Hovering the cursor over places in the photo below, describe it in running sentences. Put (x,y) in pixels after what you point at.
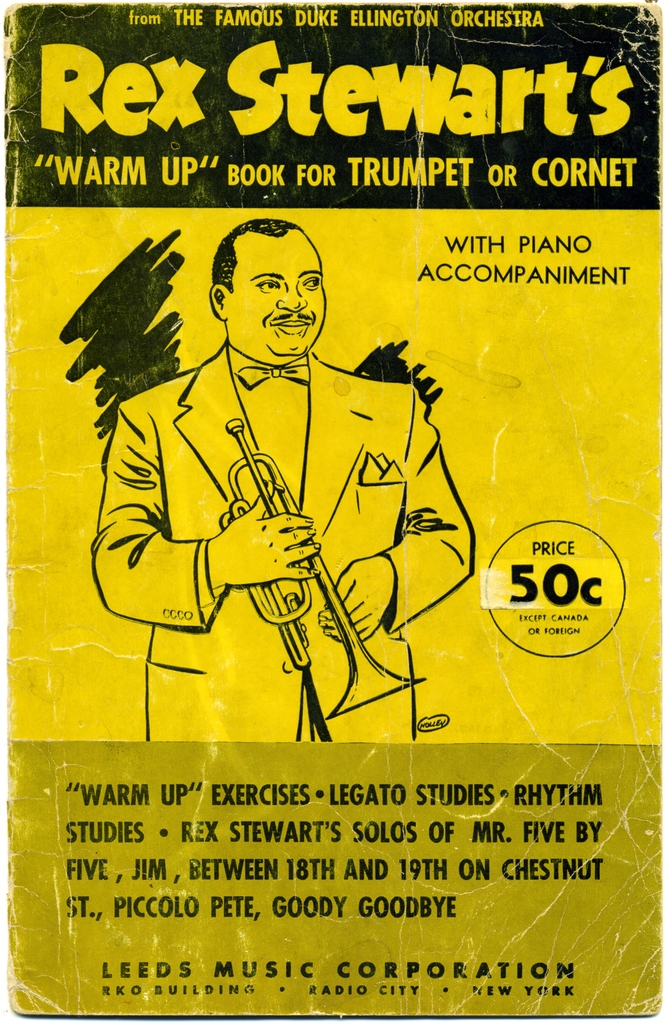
In this image I can see a yellow color thing (244,557) and on it I can see depiction of a man (282,700) holding a musical instrument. I can also see something is written on the top (340,162), in the centre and on the bottom side of this image (180,830).
